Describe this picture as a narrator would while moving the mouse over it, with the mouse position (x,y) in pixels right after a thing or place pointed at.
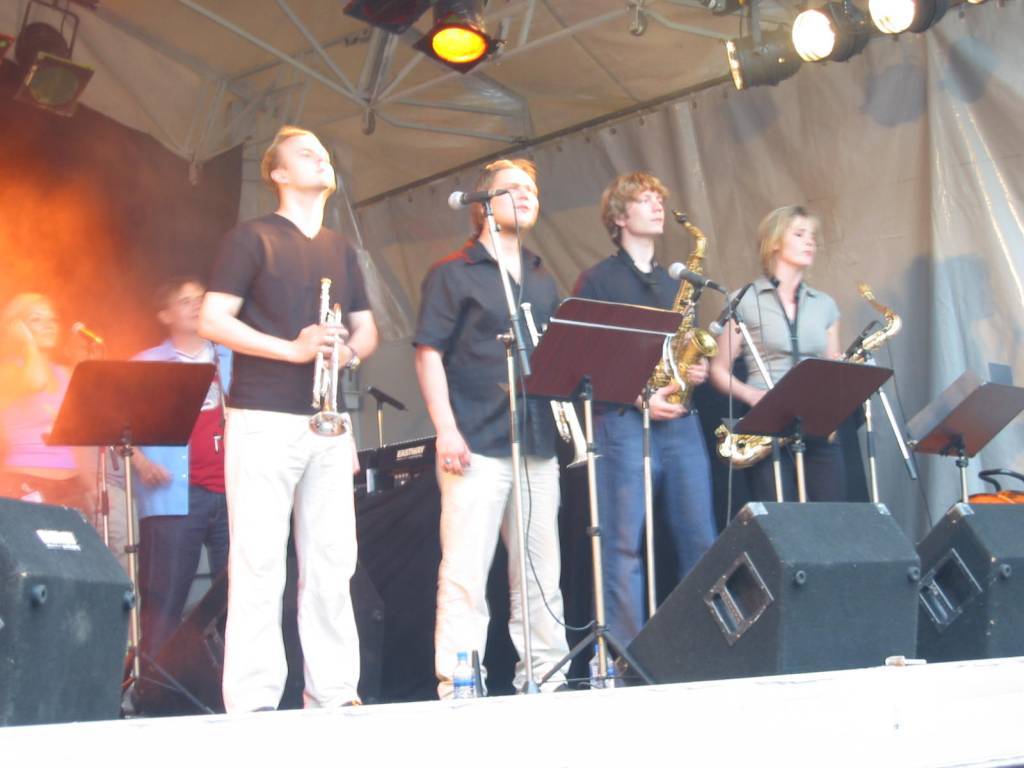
In the foreground (294,465) we can see four persons (253,253) standing on the stage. They are holding musical instruments (708,335) in their hands (330,336). Here we can see the microphones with stands (515,324) on the stage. In the background (49,414), we can see two people (186,318) standing on the stage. Here we can see the lighting arrangement (741,63) on the top right side (785,67).
